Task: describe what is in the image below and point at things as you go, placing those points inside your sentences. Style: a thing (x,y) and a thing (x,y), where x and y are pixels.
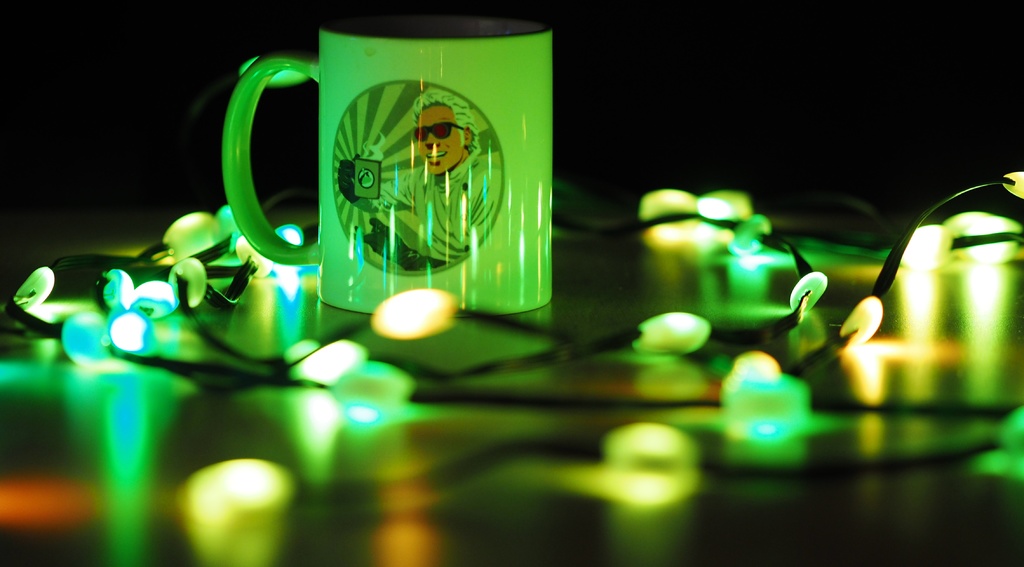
In this image we can see a cup (508,285) and some lights (543,350) which are placed on the table (492,372).
